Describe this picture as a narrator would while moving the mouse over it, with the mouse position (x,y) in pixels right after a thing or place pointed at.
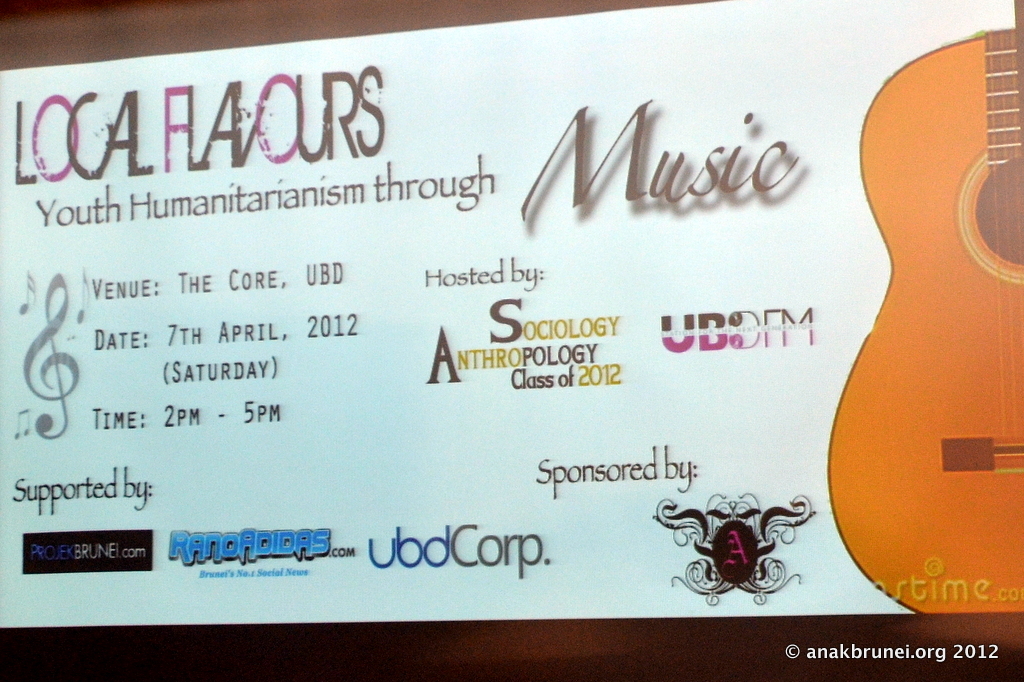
This picture shows a ticket pass (552,347) and we see text (328,279) on it and a watermark (877,584) and text (964,578) at the bottom right corner (930,588) and we see picture (920,603) of a guitar (927,585) on it.
